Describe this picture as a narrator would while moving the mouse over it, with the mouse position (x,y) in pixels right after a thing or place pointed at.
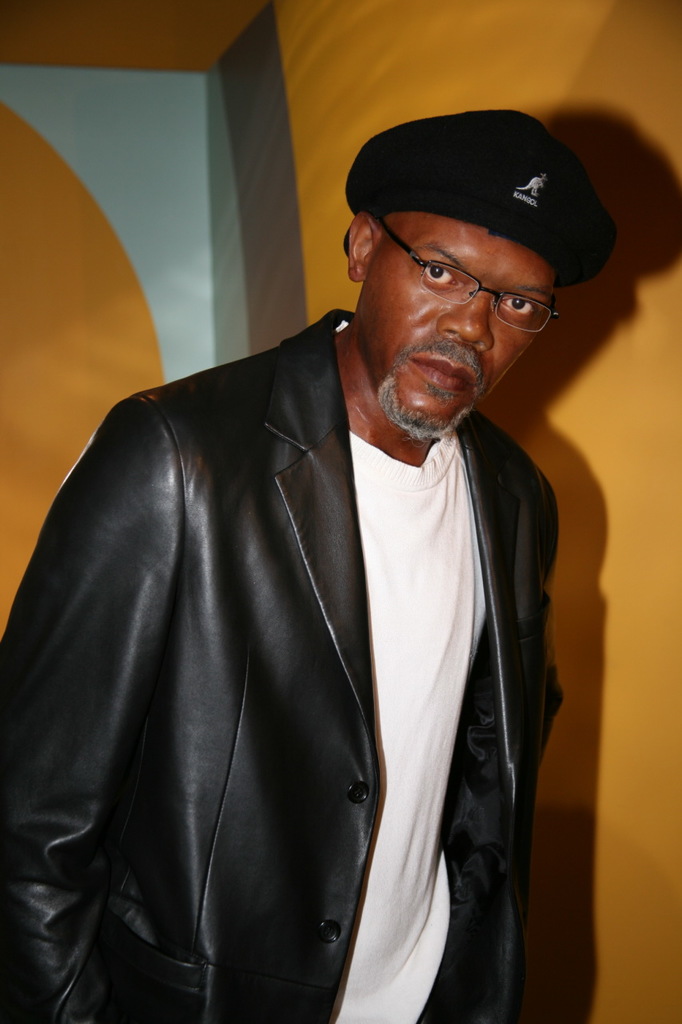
In this image there is a person (376,335) staring at the camera.
